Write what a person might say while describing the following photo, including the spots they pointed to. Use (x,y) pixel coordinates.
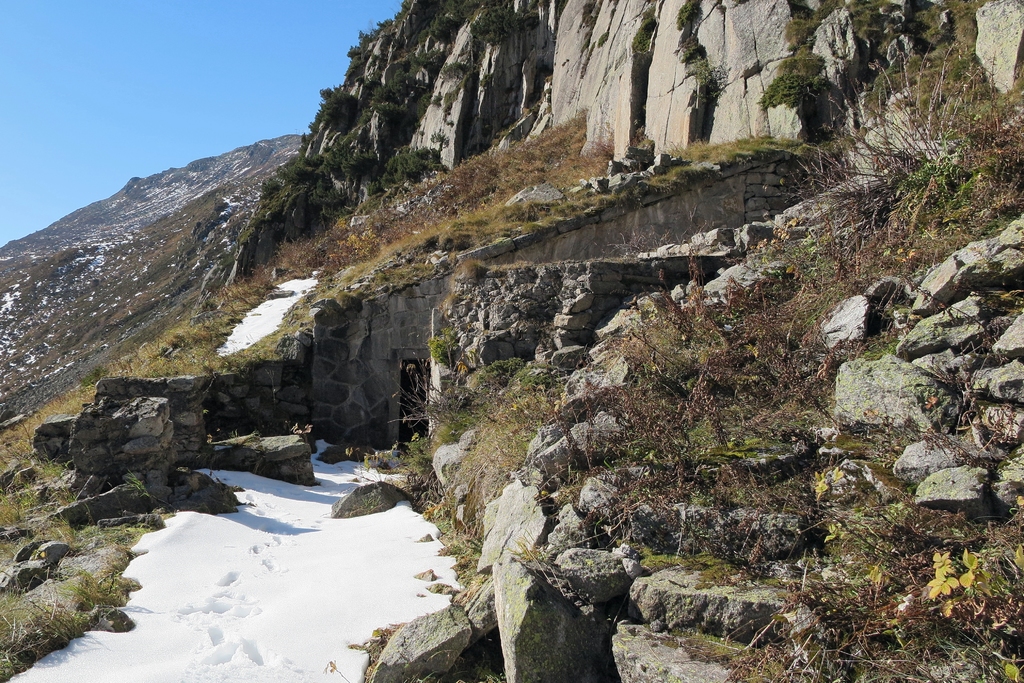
In this image there are mountains (90,235), snow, grass (996,655), plants (438,209) and in the background (152,80) there is the sky (198,120).
